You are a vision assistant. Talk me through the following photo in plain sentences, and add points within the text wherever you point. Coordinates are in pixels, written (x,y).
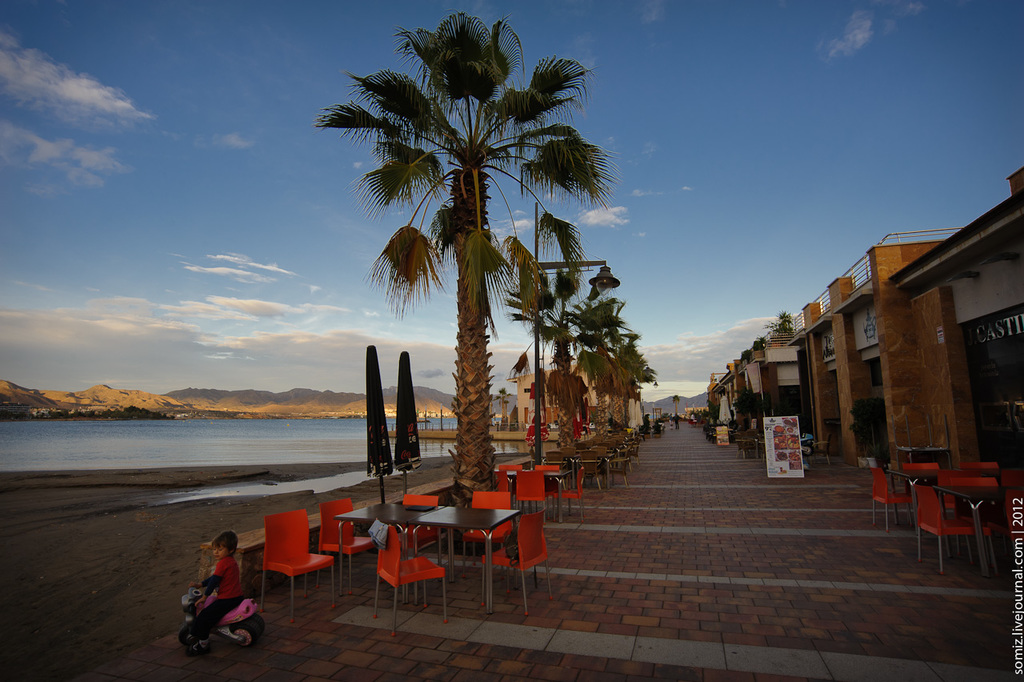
This image is clicked near the beach (199,487). In the front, there are coconut trees (460,410) along with the chairs (416,557) and tables (549,471). To the right (813,390), there are stalls (907,398) and small buildings (850,454). To the left (173,455), there is water (146,448) along with the mountains (111,399). At the top (149,87), there is a sky (171,185).
